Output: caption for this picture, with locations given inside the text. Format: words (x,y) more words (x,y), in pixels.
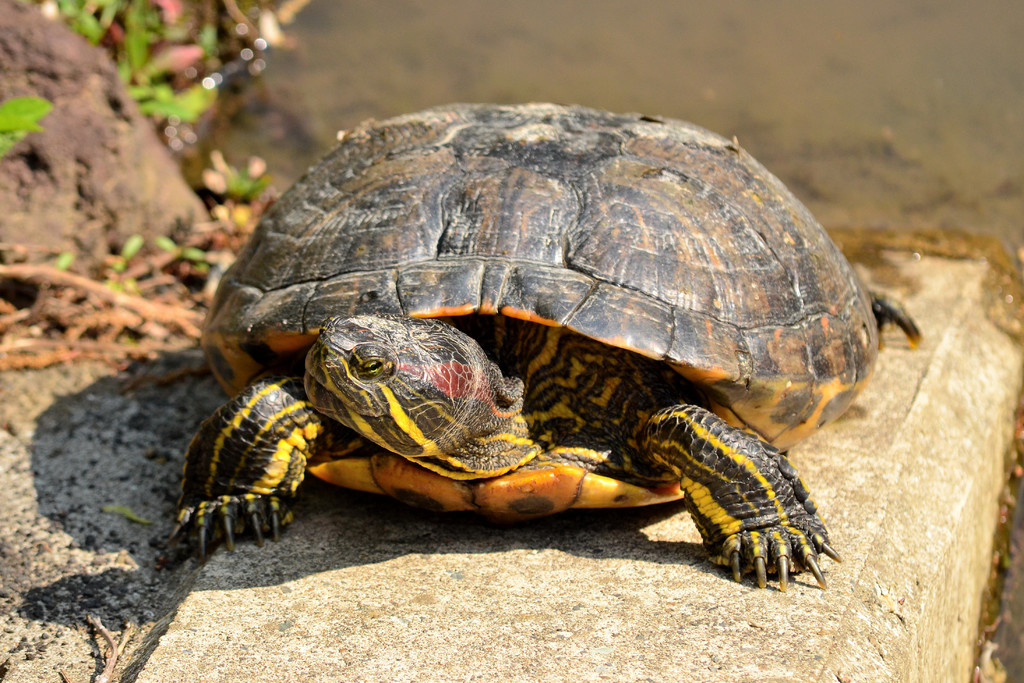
This picture might be taken from outside of the city and it is sunny. In this image, in the middle (574,295), we can see a tortoise (613,164) which is on the land (729,601). On the left side (194,104), we can also see some stones (62,31), plants (154,41). In the background (823,90), we can also see a water (858,106).
